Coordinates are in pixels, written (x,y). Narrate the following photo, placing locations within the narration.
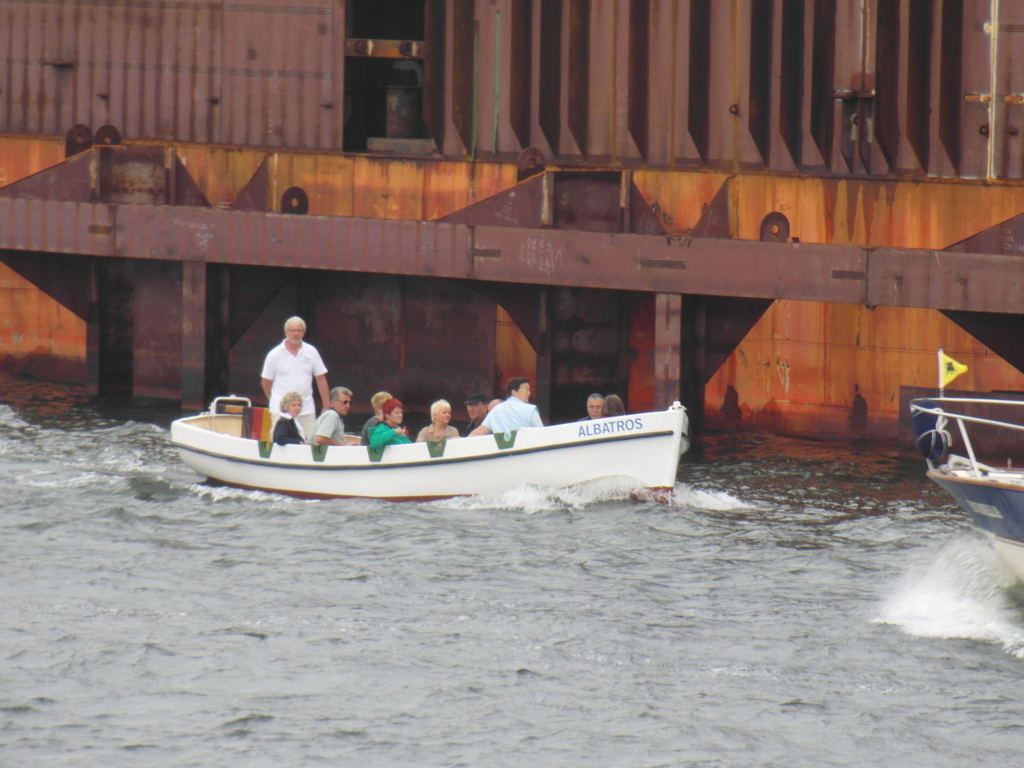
In this image there is a white boat (487,460) in the water (522,573). In the boat (549,458) there are group of people (475,394) who are sitting in it. On the right side (989,503) there is another boat (955,485) in the water (1000,593). In the background (412,159) there is a wall (430,169).
